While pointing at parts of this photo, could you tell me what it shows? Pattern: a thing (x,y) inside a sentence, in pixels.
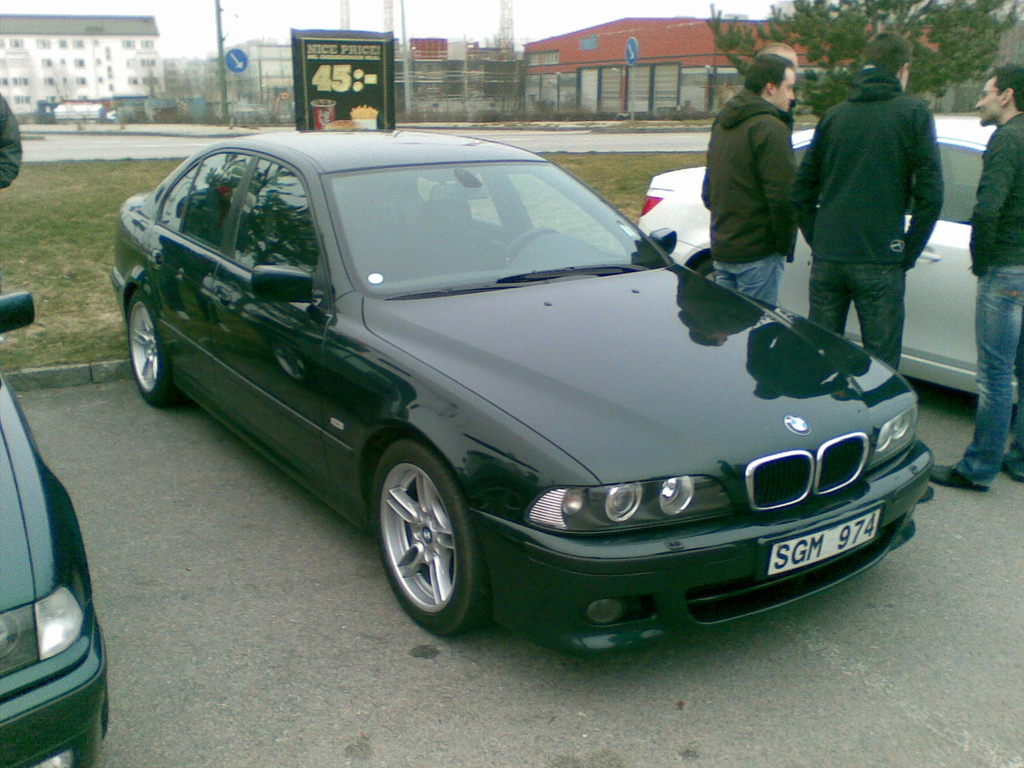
In this image I can see few cars (322,461) and I can see few people (1020,441) are standing. I can see all of them are wearing jackets (843,168). In the background (368,68) I can see a board (310,105), few sign boards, few buildings (89,66), few poles (225,53) and a tree (976,33). On this board (323,102) I can see something is written.
